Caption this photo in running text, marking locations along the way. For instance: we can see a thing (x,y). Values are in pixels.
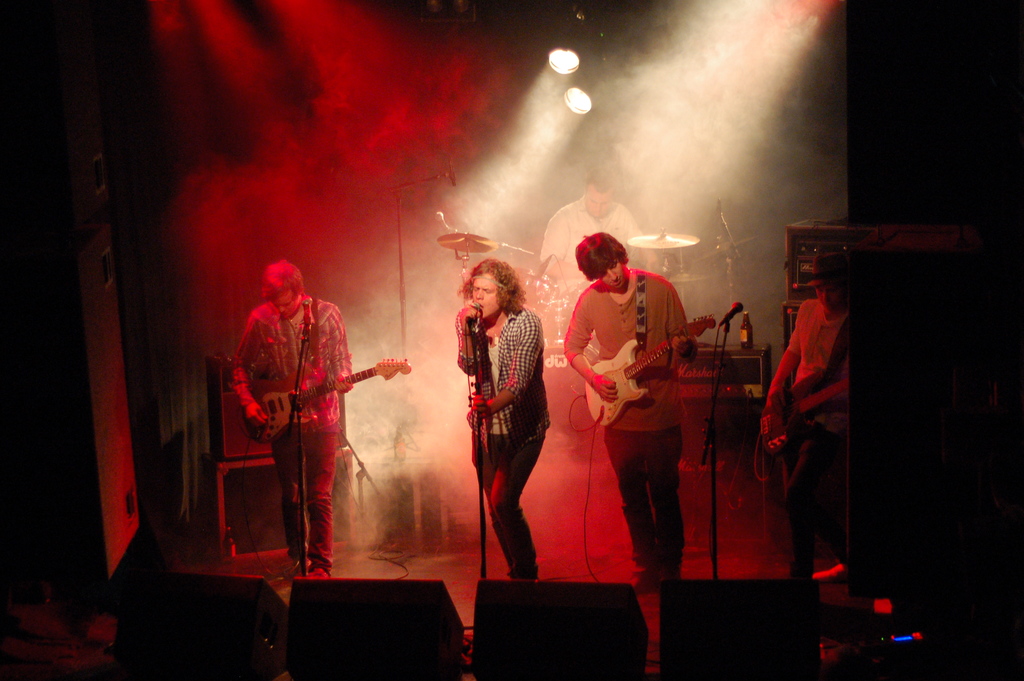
This image is clicked in a musical concert. Where there are 5 people (810,307) on the stage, there are lights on the top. The person (613,182) in the middle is playing drums (564,371) the persons (260,364) who are standing in the front (654,390) two or three of them are playing guitar (613,369) and one is singing song. There are speakers (238,407) on the left side (230,419).
